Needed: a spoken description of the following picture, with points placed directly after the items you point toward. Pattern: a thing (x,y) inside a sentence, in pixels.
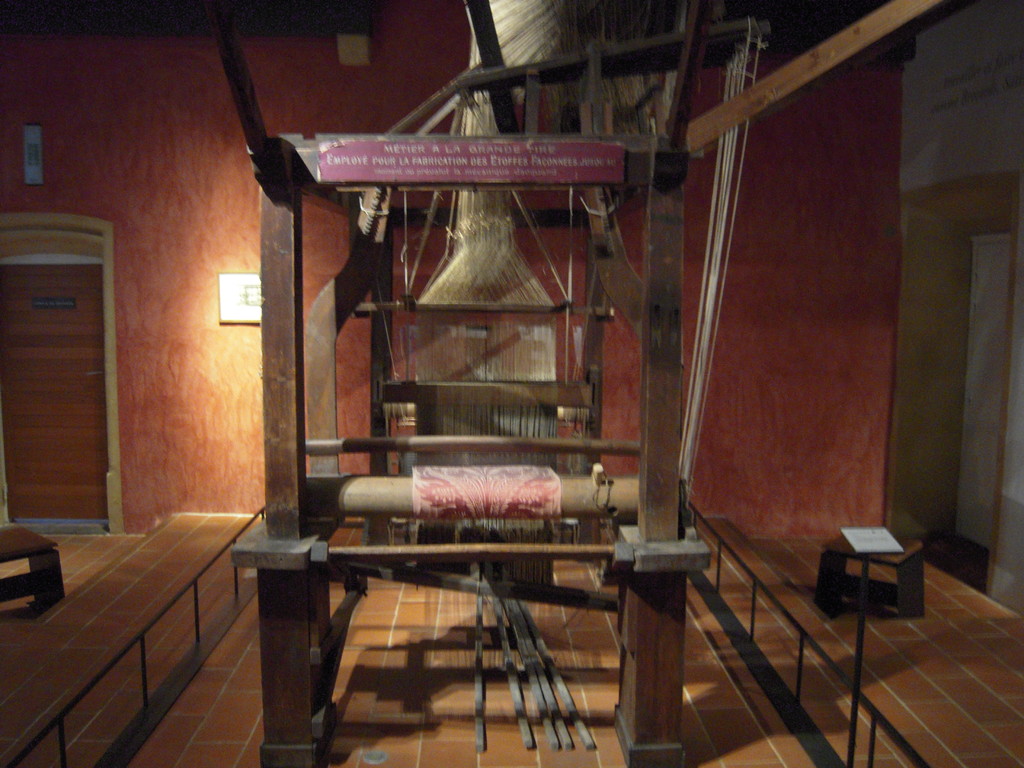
This is an inside view of a room (633,237). Here I can see few wooden objects (321,444). It seems to be a machine (466,418). On the left side (52,417) there is a door (62,372) to the wall (141,255). On the right side (828,591) there is a small stool (837,579) on the floor (909,660).
